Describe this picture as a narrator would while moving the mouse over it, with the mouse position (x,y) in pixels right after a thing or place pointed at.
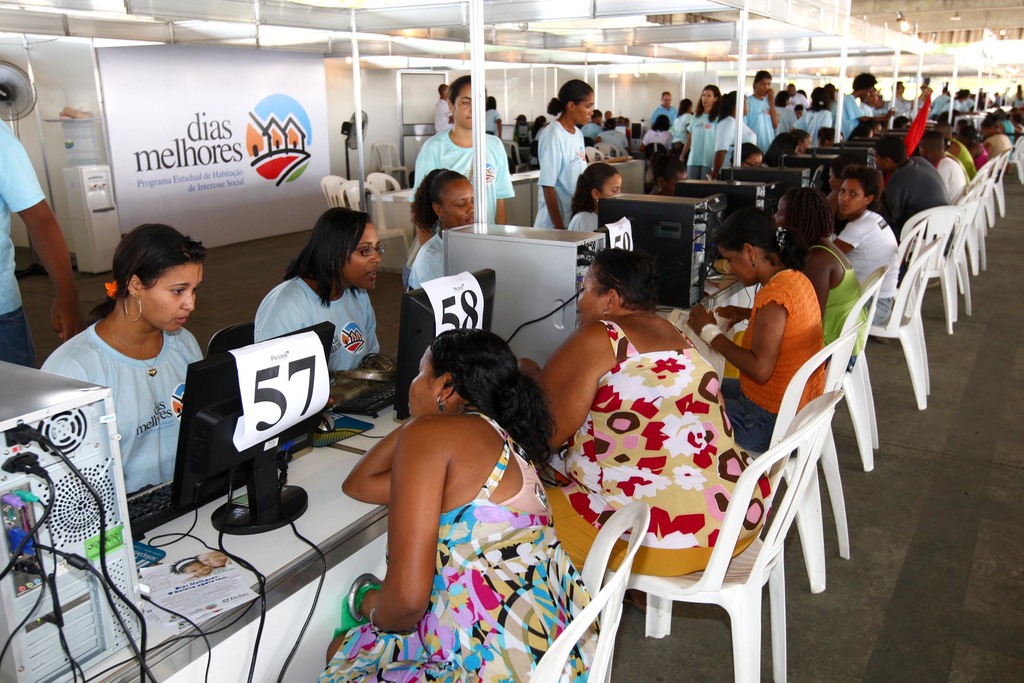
In this picture on the table (213,539) there are monitors (205,401), CPU (533,249) and papers (288,403) on it. Out side of table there are many people (774,338) sitting on the white chair (828,379). And inside the table (322,498) there are few people (466,183) with blue t-shirt (577,148) some are sitting and some are standing. In the background (231,181) there is a poster (263,140). On the top (419,23) there is a tent (819,29).
